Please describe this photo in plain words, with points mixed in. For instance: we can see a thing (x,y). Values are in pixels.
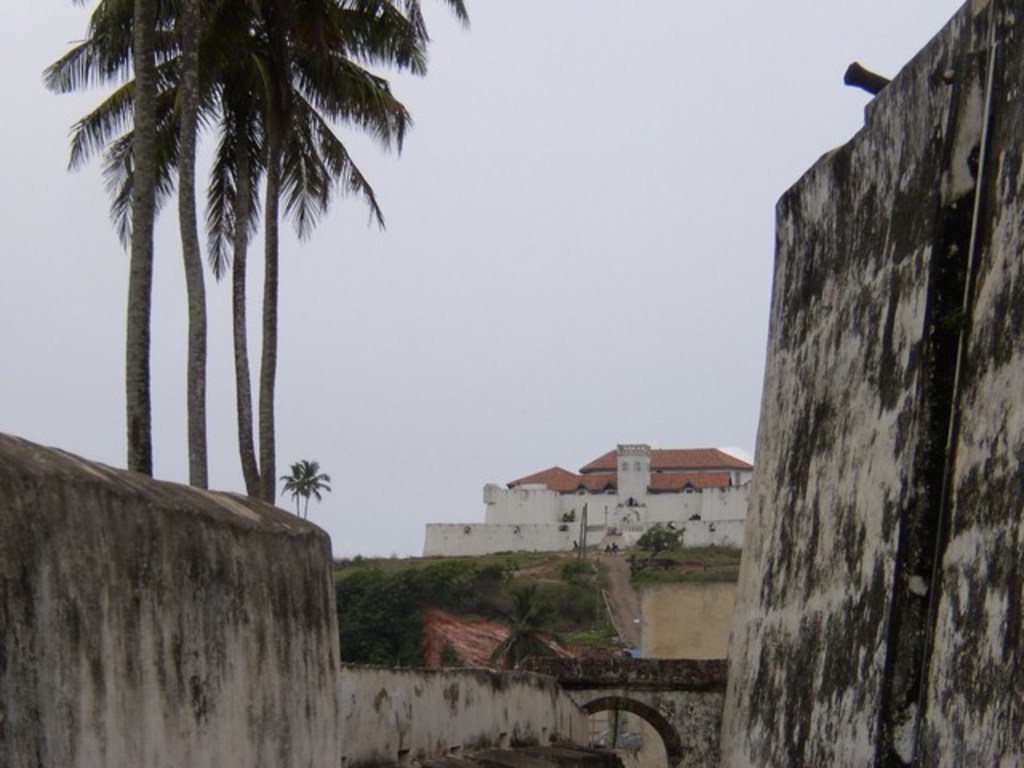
In this picture I can observe some trees (273,66). On either sides of this picture I can observe walls (810,590). In the background (557,531) there is a building (575,479) and sky (539,266).
